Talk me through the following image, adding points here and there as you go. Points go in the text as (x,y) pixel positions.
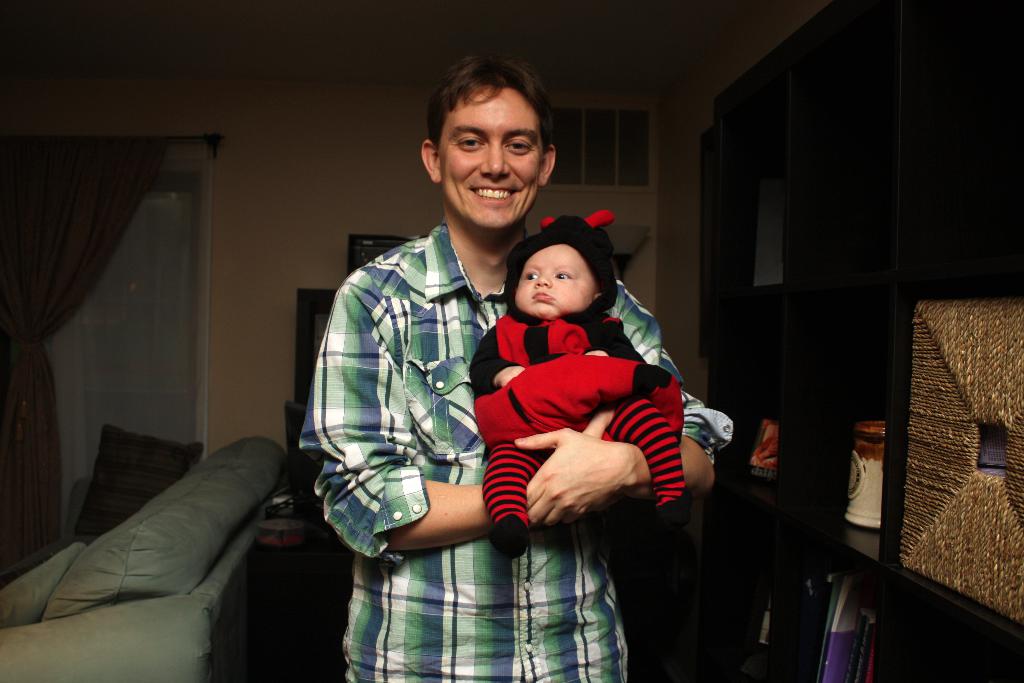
This is the man (391,375) holding a baby (536,401) and standing. He is smiling. This looks like a couch (140,529) with the cushions (125,551) on it. Here is a curtain (41,220) hanging to the hanger (211,147). This looks like a door (134,316). I can see few objects (860,504) placed in the wooden rack (795,160). In the background (315,316), that looks like an object (303,347).
